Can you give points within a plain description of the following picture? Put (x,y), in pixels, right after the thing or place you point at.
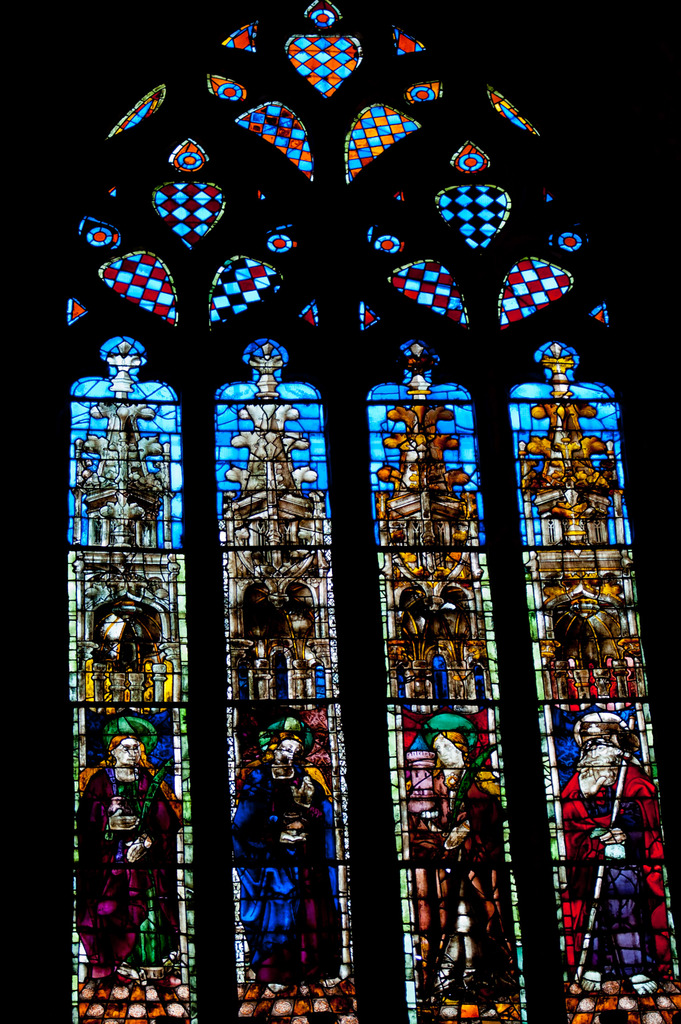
In this image I can see colorful design pictures (468,676) visible and background (72,163) is dark.
